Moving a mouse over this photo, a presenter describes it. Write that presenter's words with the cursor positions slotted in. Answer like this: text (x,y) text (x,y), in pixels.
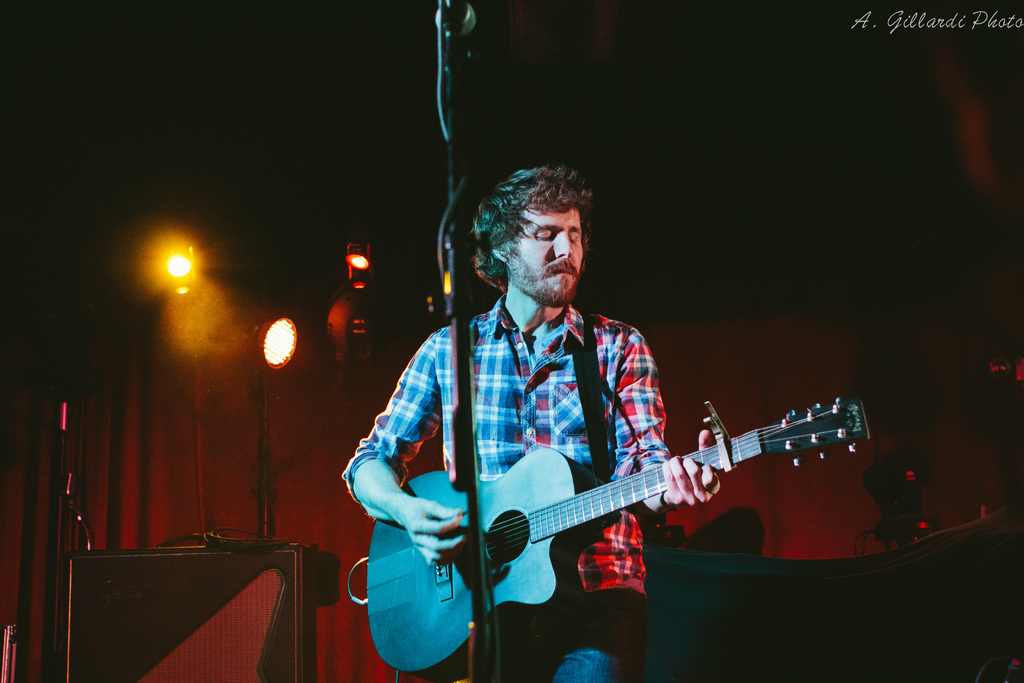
A man (521,392) wearing a check shirt (528,411) is holding a guitar (542,529) and playing. In front of him there is a mic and mic stand (447,297). In the background (278,353) there are lights (180,272), table (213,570) and a curtain (194,479).
